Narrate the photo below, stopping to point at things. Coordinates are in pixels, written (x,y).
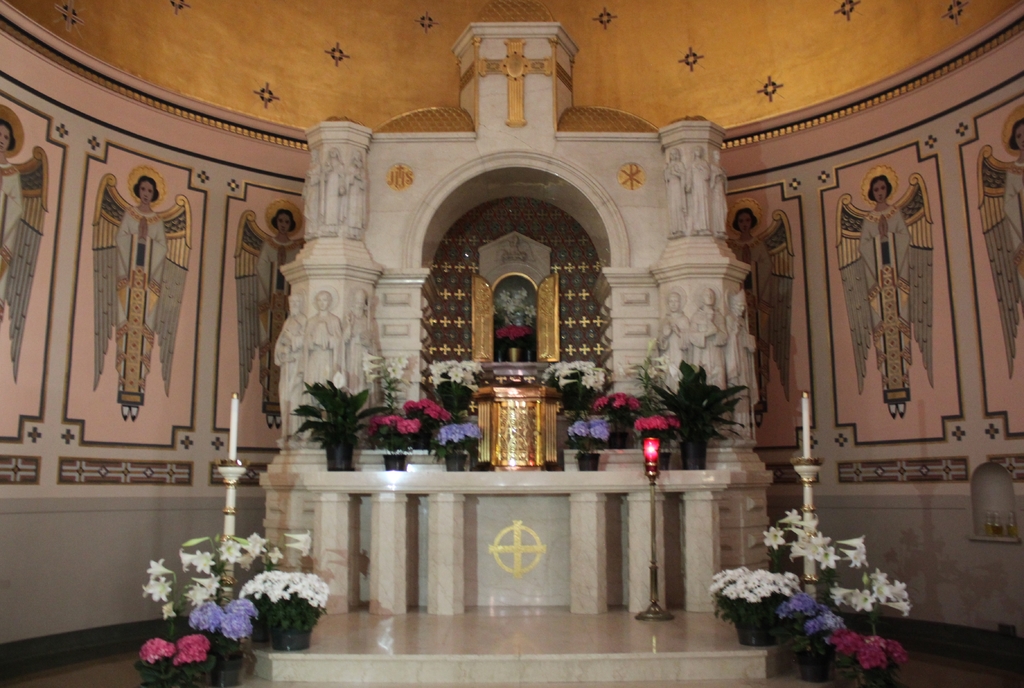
This picture describes about inside of the church (399,276), in this we can find few flowers (163,587), plants (642,439) and candles (230,447).
